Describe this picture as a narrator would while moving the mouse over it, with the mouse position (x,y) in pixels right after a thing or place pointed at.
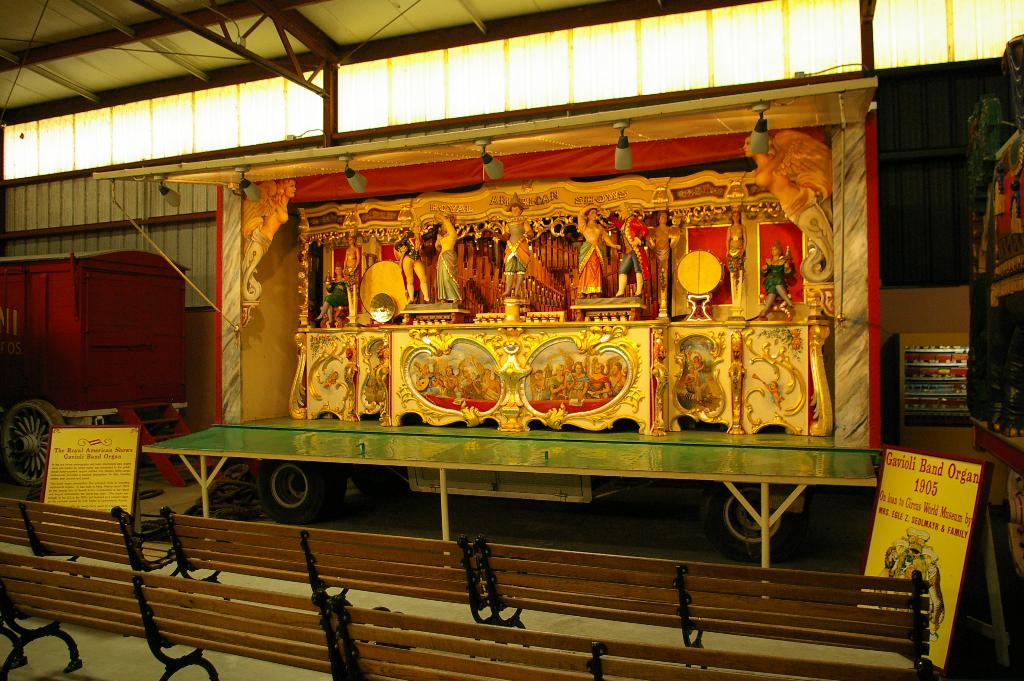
This picture is inside view of a room (472,402). In the center of the image (494,446) a table (473,445) is there. On the table (452,450) we can see lights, sculptures (594,266), frames (533,337) are there. On the left side of the image (73,305) a truck (70,300) is there. At the bottom of the image (459,604) we can see benches (279,618), boards (105,461), floor (728,642) are there. At the top of the image (401,32) roof (409,54) is present.
